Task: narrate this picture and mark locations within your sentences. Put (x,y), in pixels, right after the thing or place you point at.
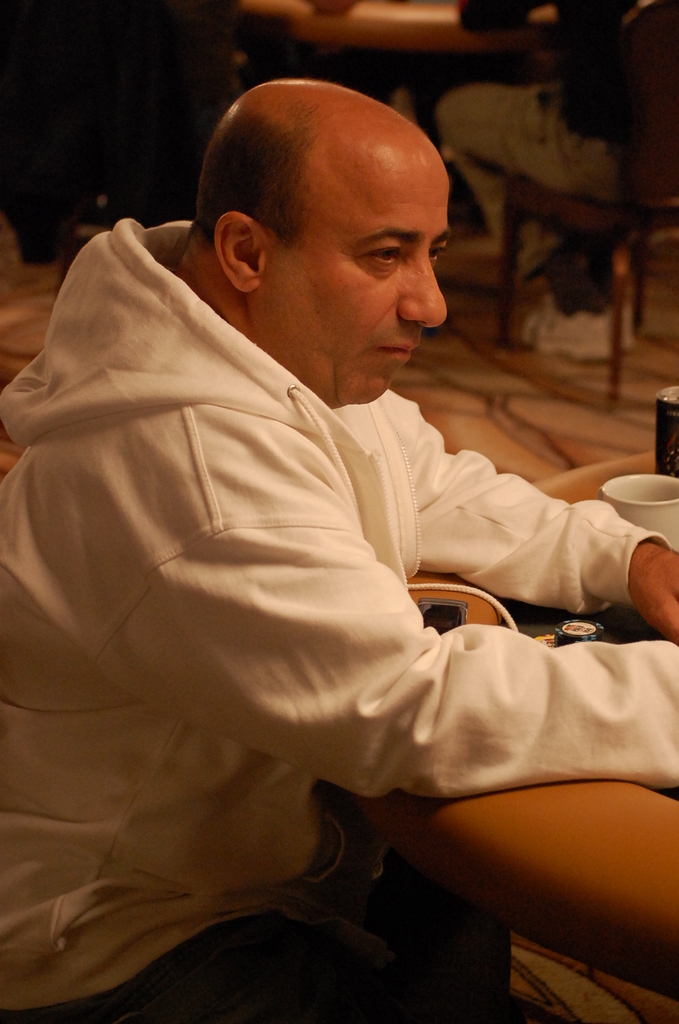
There is a man (146,426) sitting, in front of this man (326,629) we can see cup (668,489) and objects (674,428) on table (577,862). On the background (527,165) we can see table (467,45), there is a person (534,90) sitting on chair (615,288) and floor (514,445).
